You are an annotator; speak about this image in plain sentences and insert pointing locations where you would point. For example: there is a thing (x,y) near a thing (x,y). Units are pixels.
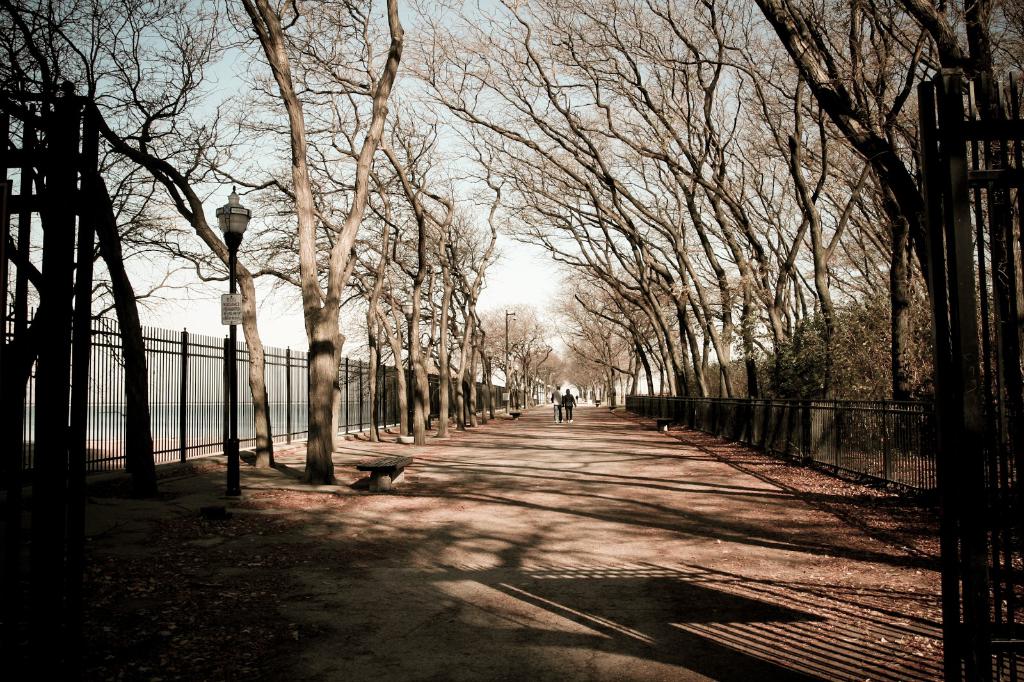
As we can see in the image there are trees (844,216), sky (534,245), fence (275,375), street lamp (235,381), sky (215,335) and two people (567,415) walking over here.
